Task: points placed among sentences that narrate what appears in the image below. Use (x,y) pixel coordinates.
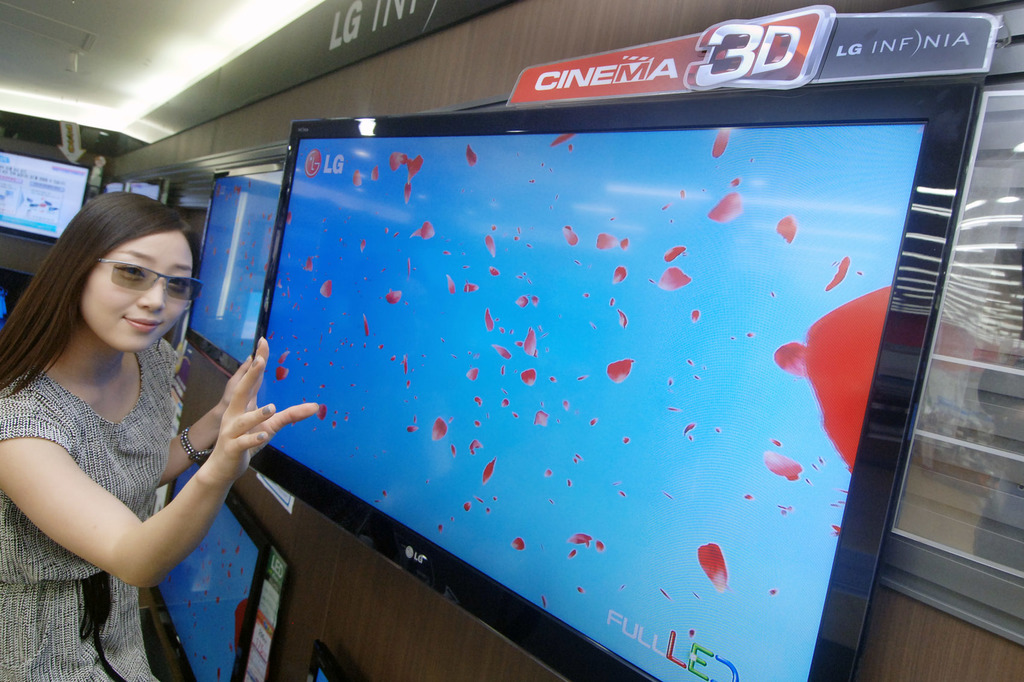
Inside an LG showroom (240,86) there are many televisions (437,172) kept in the display (355,434), a woman (78,408) is standing in front of one of the TV (400,531) and posing for the photo.
